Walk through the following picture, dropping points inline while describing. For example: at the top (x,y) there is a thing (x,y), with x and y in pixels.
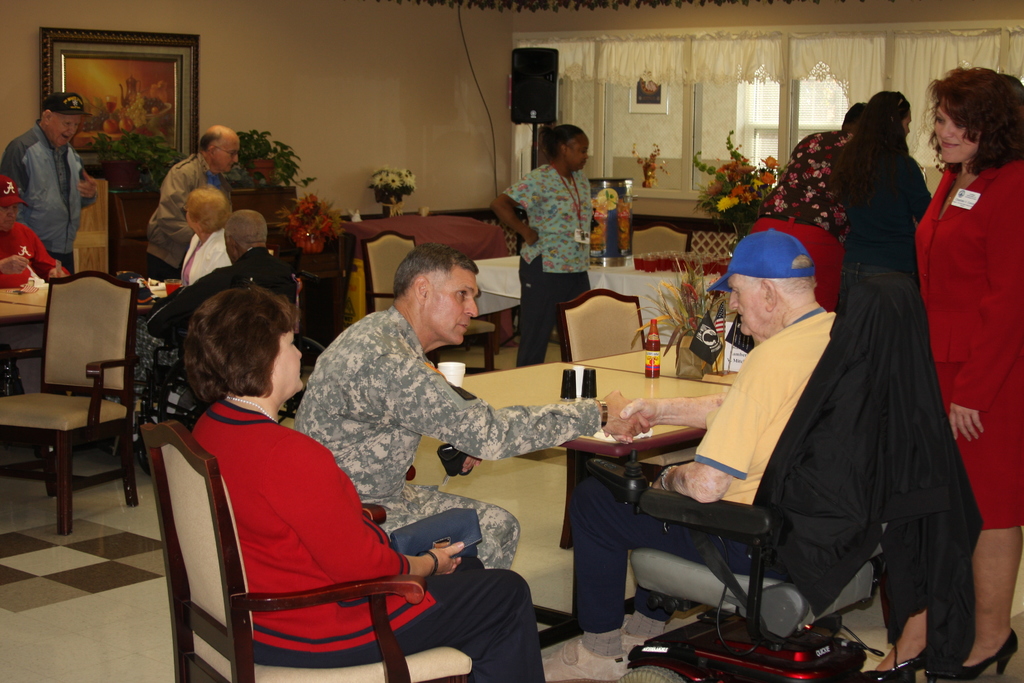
In this image we can see these people (357,605) are sitting in the chairs (670,511) around the table (38,293). There are flower vases (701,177) placed on each of the table (624,287). There is a photo frame (151,58) on the wall (217,77). This is a speaker box (512,89) and these are the curtains (724,62).
